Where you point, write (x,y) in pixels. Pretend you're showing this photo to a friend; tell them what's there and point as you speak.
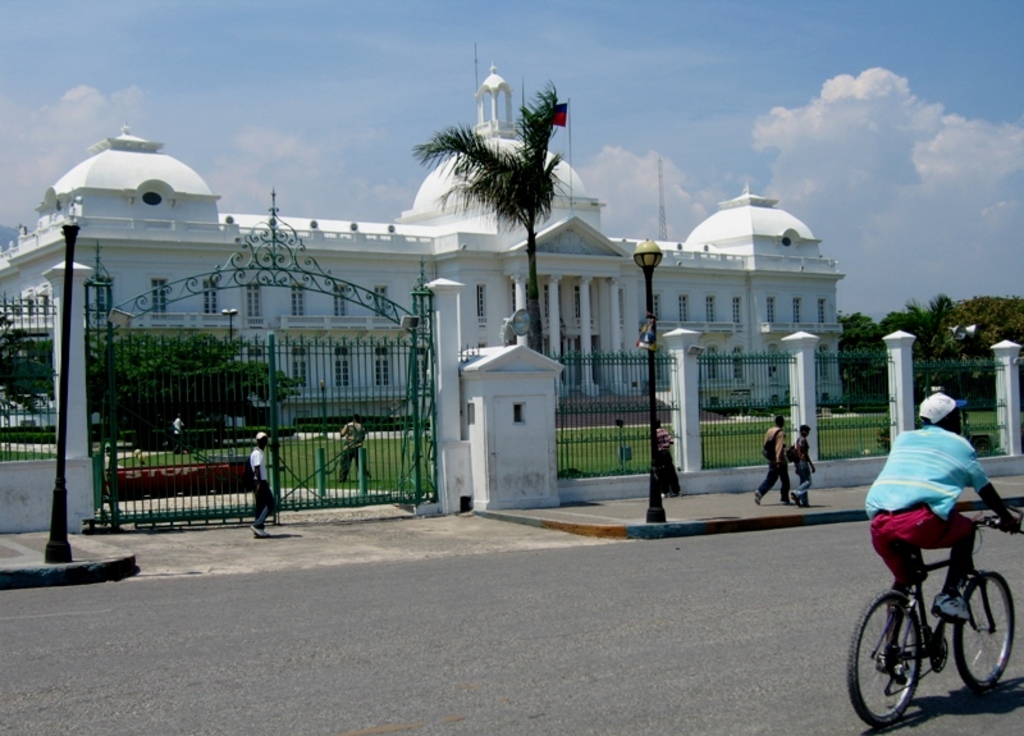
In this image we can see a person (909,466) wearing blue color T-shirt (915,482) riding bicycle (898,637) and there are some persons (781,447) walking through the footpath (234,530) and in the background of the image (434,325) there is gate (334,349), fencing (680,345) and there is a palace (334,349), there are some trees (7,352) and top of the image (622,185) there is clear sky (1005,191).
